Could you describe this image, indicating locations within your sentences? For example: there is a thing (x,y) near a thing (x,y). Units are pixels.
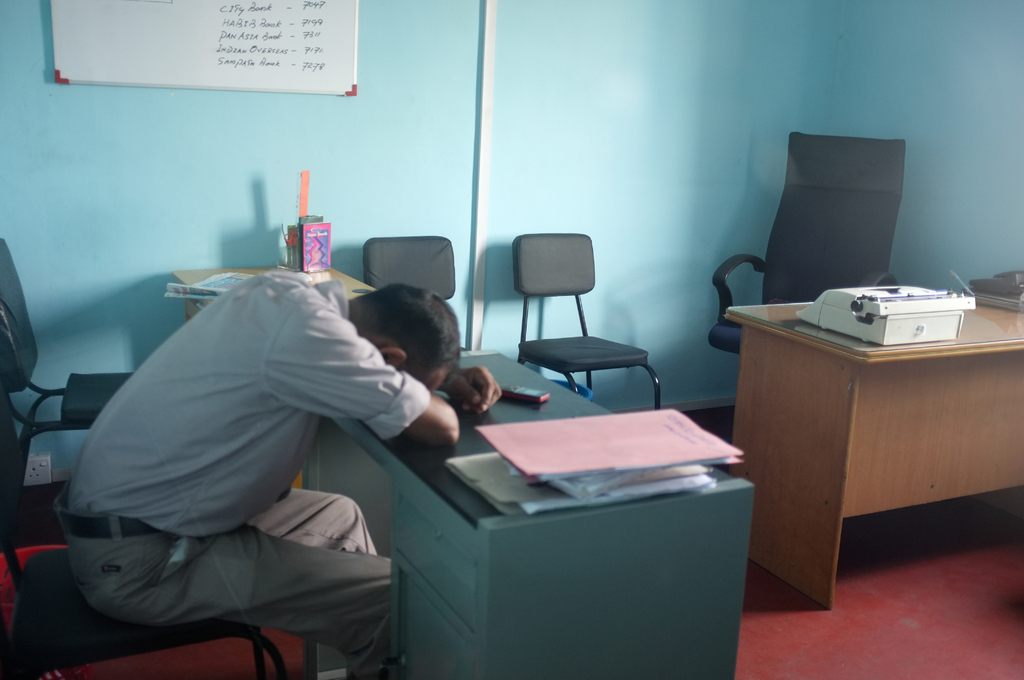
In this image I can see the person (381,562) sitting and I can see few papers (588,499), files (531,452), mobile (516,397) on the table (521,418). In the background (579,331) I can see few chairs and I can also see the board (288,58) attached to the wall (368,135) and the wall (387,170) is in blue color.
